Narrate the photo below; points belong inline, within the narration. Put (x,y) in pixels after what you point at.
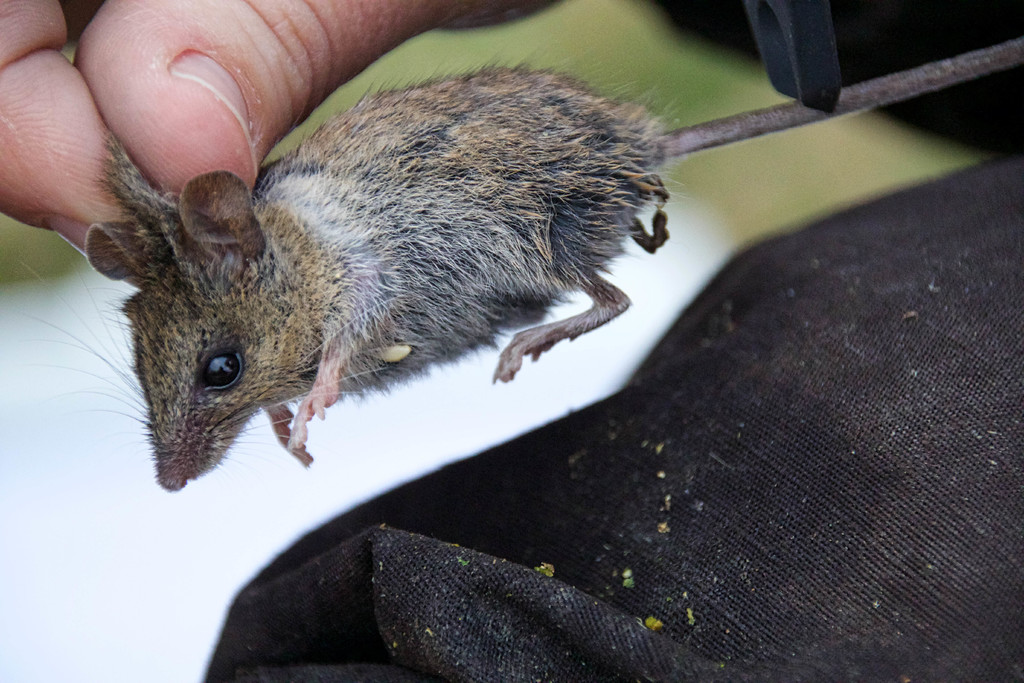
In this image there is a rat (557,270). We can see person fingers (238,116). There is white and black background (1004,345).
